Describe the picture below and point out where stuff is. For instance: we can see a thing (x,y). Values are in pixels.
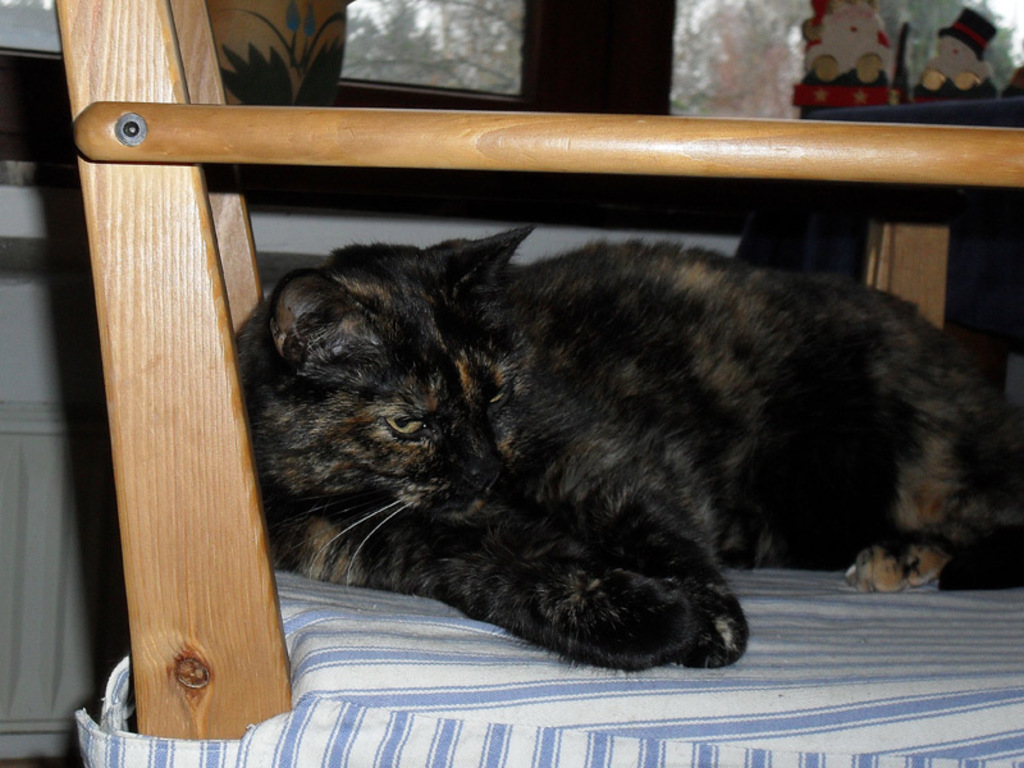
In this image, we can see a black cat (478,514) is laying on the chair (377,638). Here we can see wooden sticks (492,167). Background (32,368) there is a white color, wall (53,355), glass (737,64), few objects (871,70).
